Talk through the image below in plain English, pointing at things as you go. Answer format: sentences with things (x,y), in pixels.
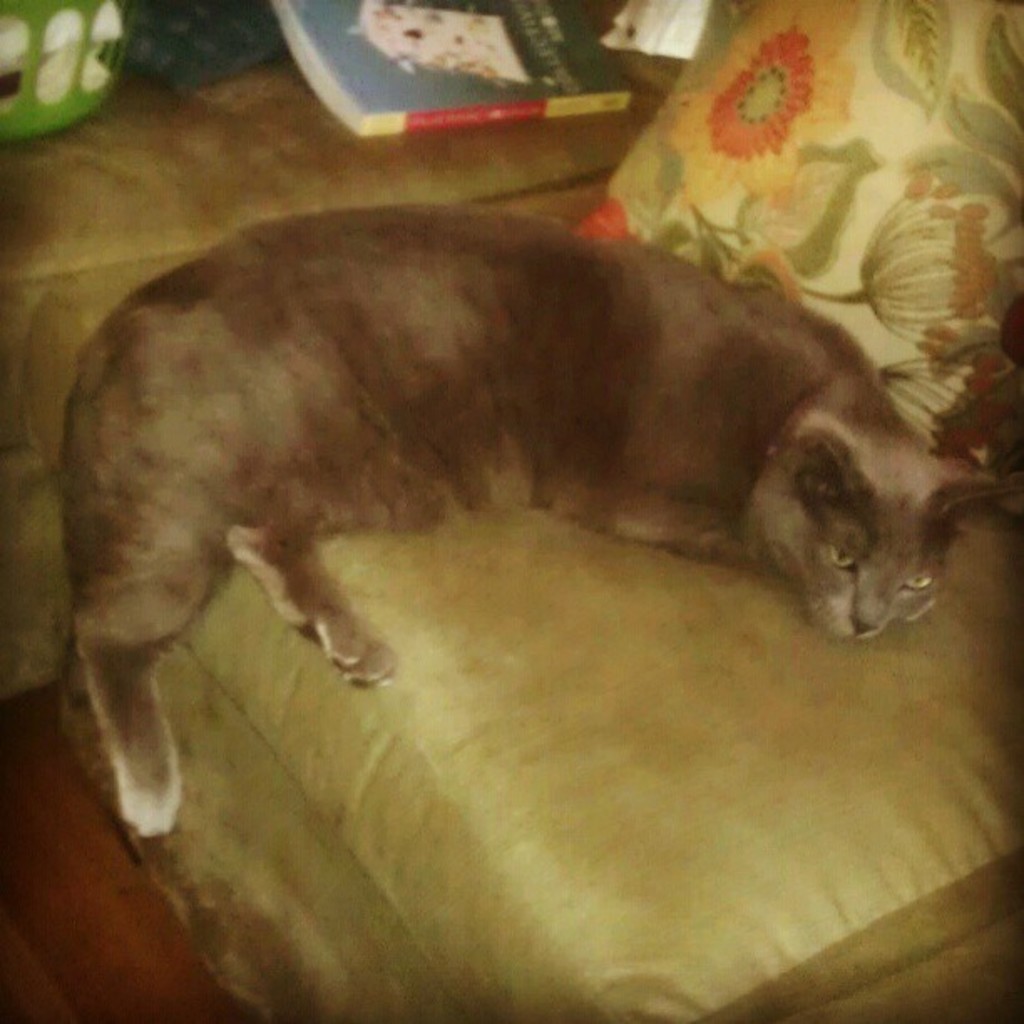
In this image I can see a sofa (36,359) and on it I can see a cat (672,525). On the top side of this image (75,1) I can see a green colour thing (26,121) and a cushion (715,166).
